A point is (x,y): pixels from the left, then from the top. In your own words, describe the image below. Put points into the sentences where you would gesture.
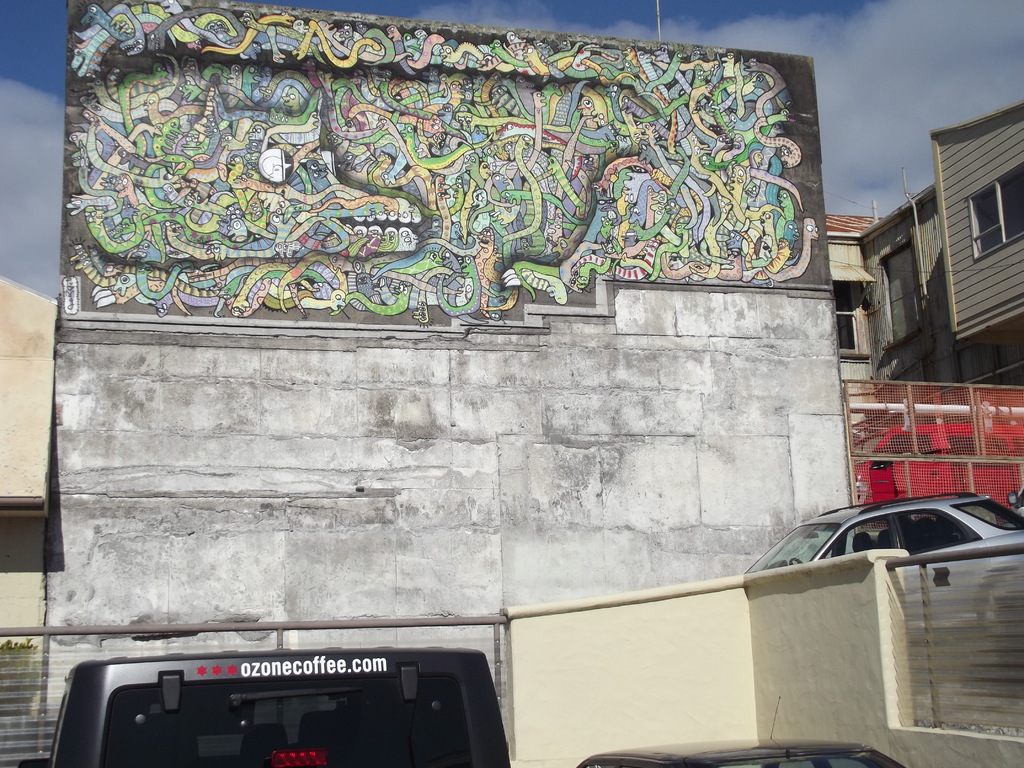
In this picture we can see two cars (850,551) and vehicle (364,704) in the front (260,692), in the background (841,402) there are some buildings (512,365), we can see painting (379,187) on this wall (360,112), there is the sky (870,33) and clouds (905,44) at the top of the picture (909,37).
